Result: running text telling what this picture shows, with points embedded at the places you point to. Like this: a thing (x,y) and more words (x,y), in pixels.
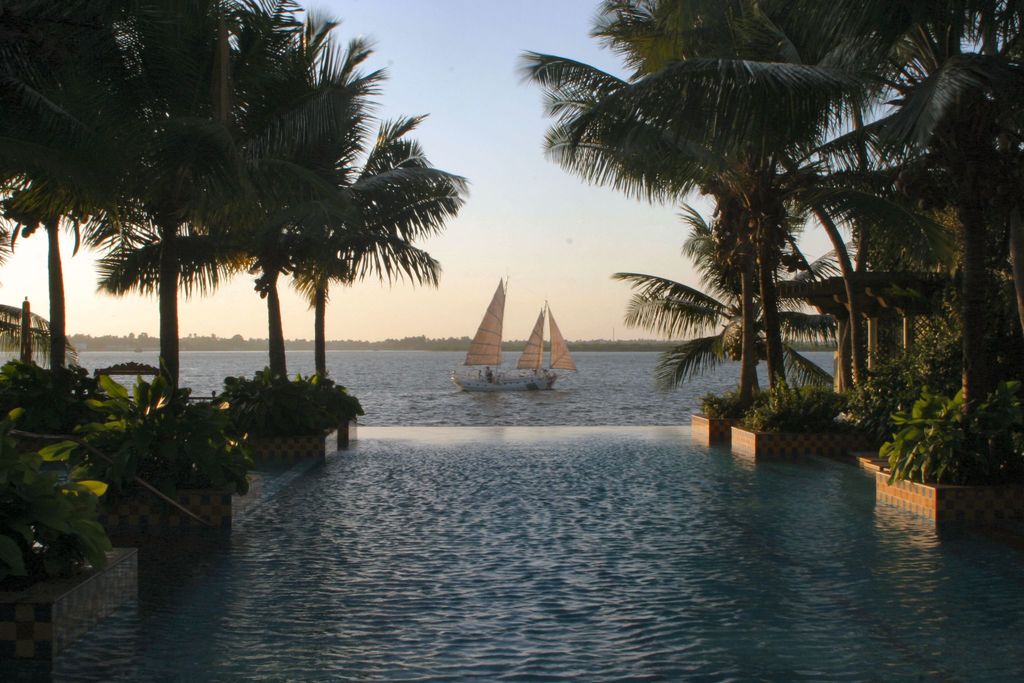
In this image I see the plants (977,460), trees (930,133) and I see the water (442,454) and I see a boat (473,363) over here. In the background (445,308) I see the sky (601,204).
